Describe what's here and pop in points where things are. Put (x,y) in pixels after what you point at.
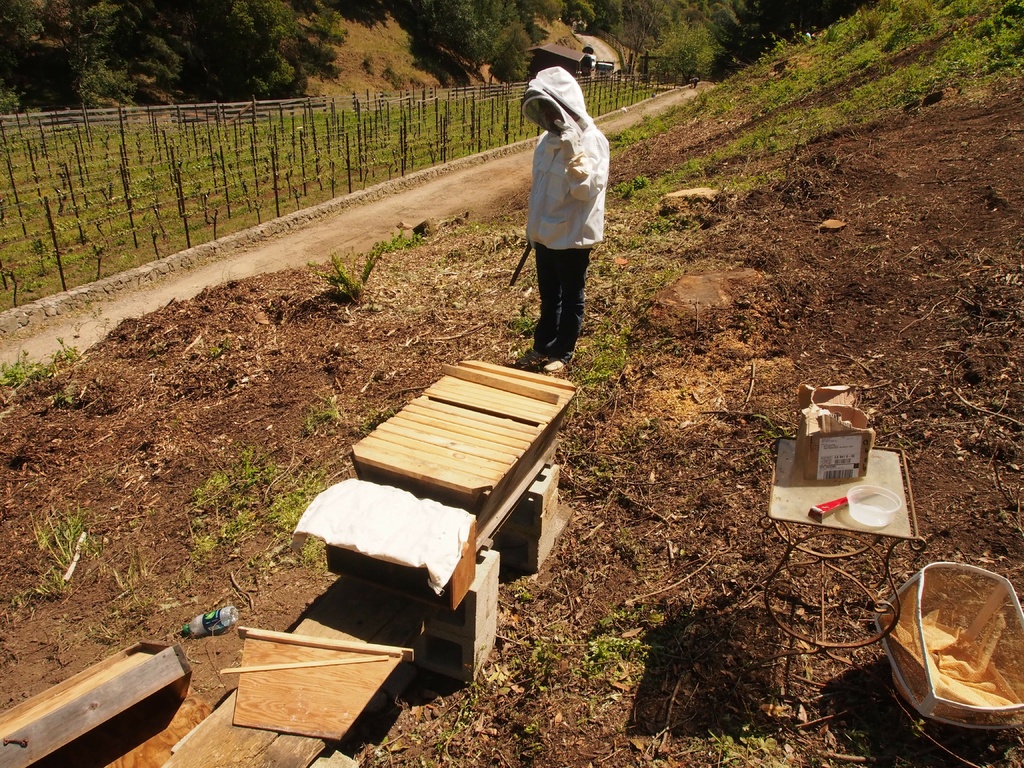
In the center of the image (577,256) we can see one person (564,204) is standing and he is holding some object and he is in a different costume (557,215). And we can see one water bottle (193,622), wooden objects (533,441) and a few other objects (494,563). In the background (488,158), we can see trees (582,14), grass (855,30), fence (266,171) and a few other objects (440,162).
